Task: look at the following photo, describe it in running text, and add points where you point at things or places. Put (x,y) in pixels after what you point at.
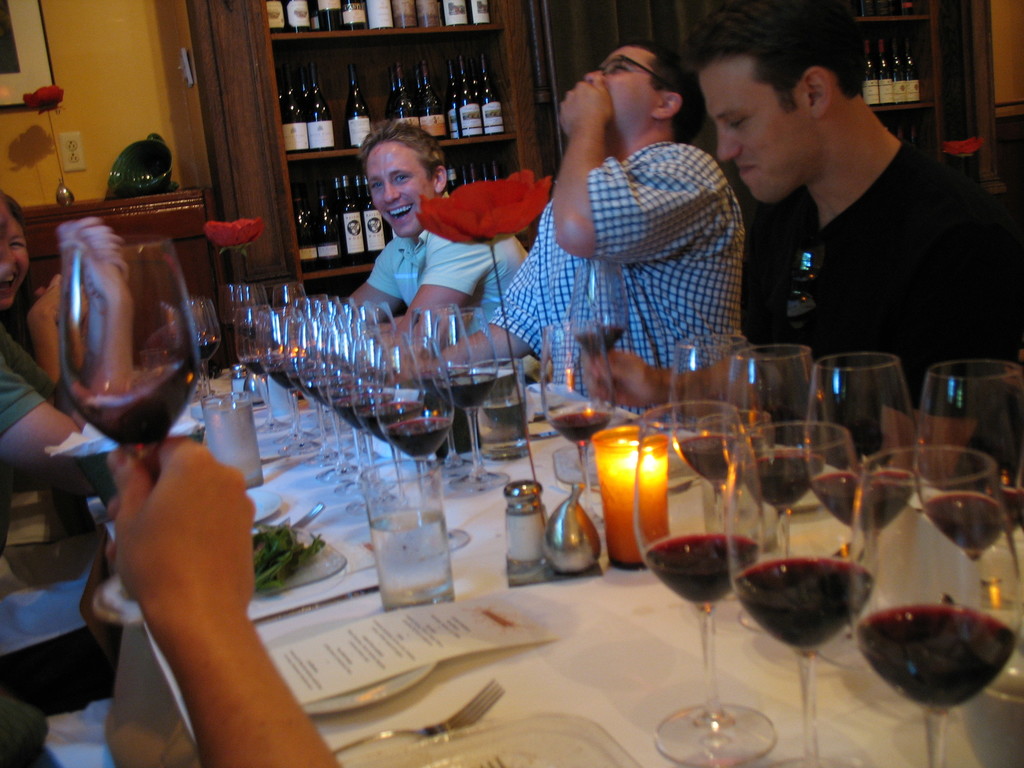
In the given image i can see a people (702,252) smiling, glasses (411,359) filled with wine (835,508), table (737,631), paper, fork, flower pot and in the background (358,131) i can see a wooden rack (523,130) filled with bottles (299,98).
